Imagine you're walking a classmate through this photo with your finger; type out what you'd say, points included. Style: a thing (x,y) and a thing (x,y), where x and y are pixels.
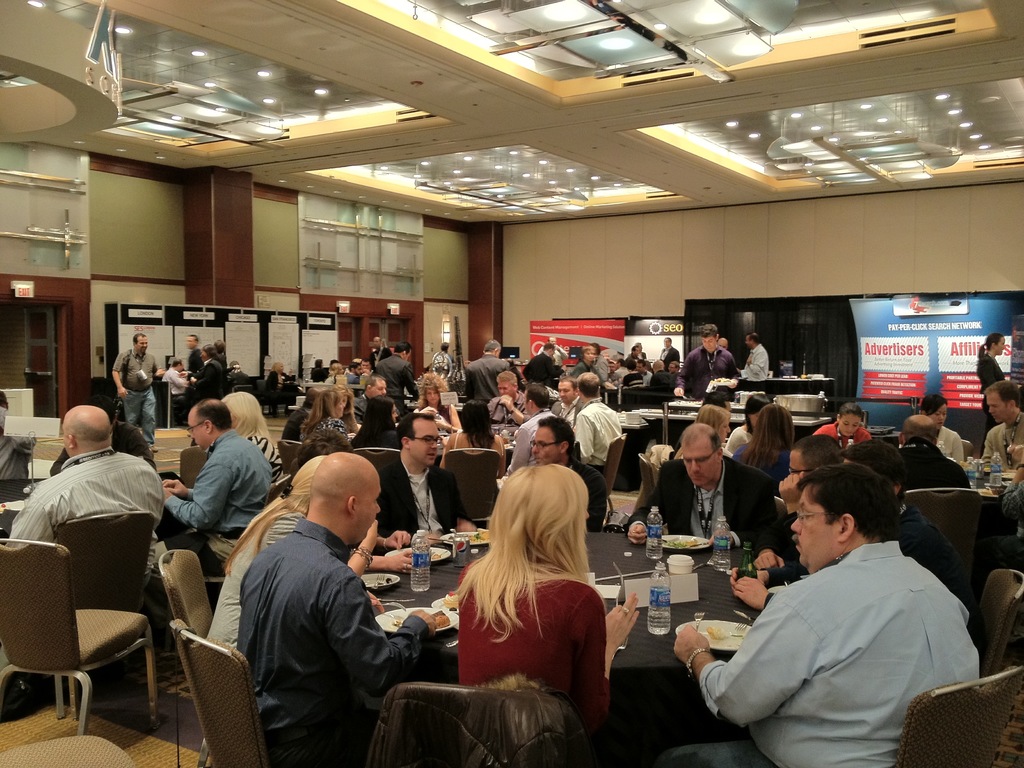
In this image, there is an inside view of a building (417,304). There are some persons (450,515) wearing clothes (450,515) and sitting in front of the table (445,584). This table (645,642) is covered with a cloth (651,664) and contains bottles (420,554) and plates (398,610). There are some other persons (15,523) sitting on chairs (127,532). There are some persons (690,359) in the center of the image (401,355) standing and wearing clothes (730,371). There are some banners (923,343) on the right side of the image (950,346). There are lights (573,170) at the top (181,115).
